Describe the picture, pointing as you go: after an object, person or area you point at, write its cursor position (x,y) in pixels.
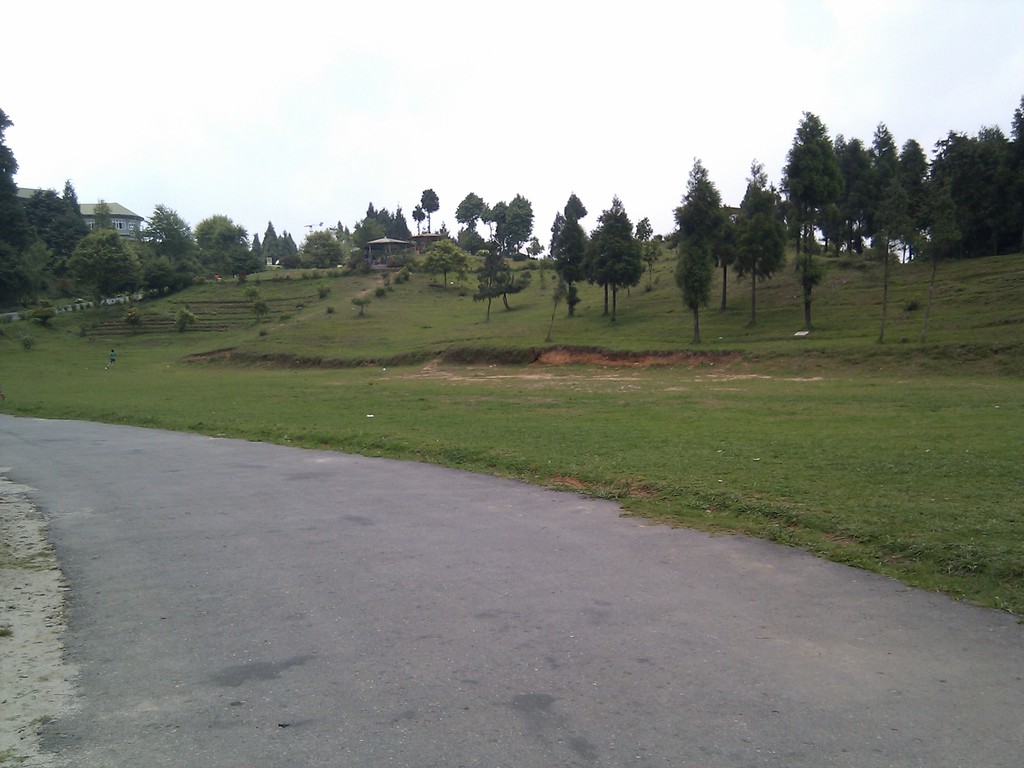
In this image we can see trees (331,242), grass (494,330), sky (404,151). At the bottom of the image (220,606) there is road (180,643).
